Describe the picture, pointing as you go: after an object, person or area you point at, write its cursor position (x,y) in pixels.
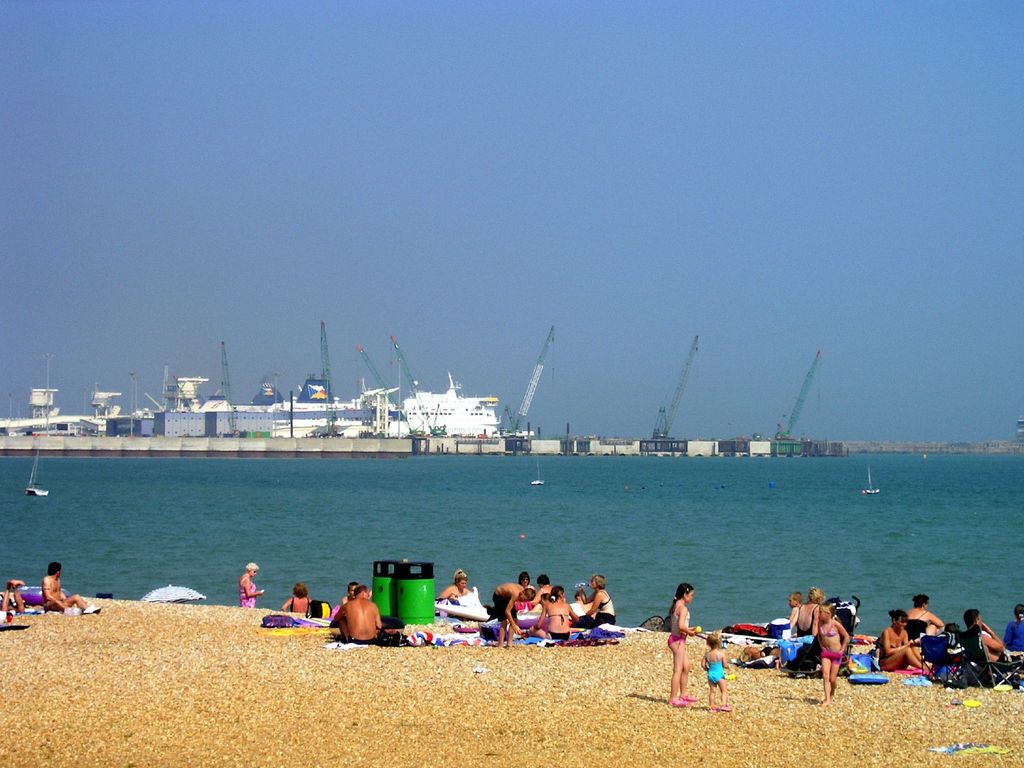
At the top of the image (159,217) we can see sky (453,135), ships (308,425), construction cranes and containers (191,422). At the bottom of the image (528,544) we can see sea (399,552), umbrella (193,595), bins (407,575), mats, blankets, bags (279,620) and persons (583,617) sitting on the sea shore (227,671).
